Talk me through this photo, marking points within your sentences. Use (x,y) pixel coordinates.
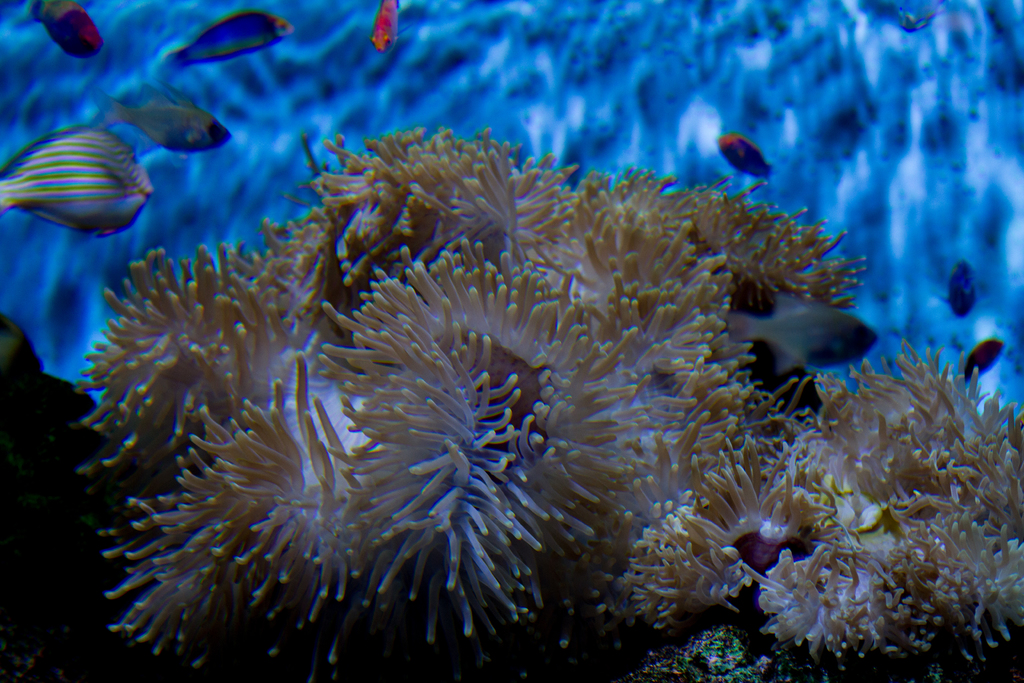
There are sea plants (462,475) in the underground (52,396) near fishes (74,36). Which are in the water (742,173). And the background (469,120) is blue in color.
